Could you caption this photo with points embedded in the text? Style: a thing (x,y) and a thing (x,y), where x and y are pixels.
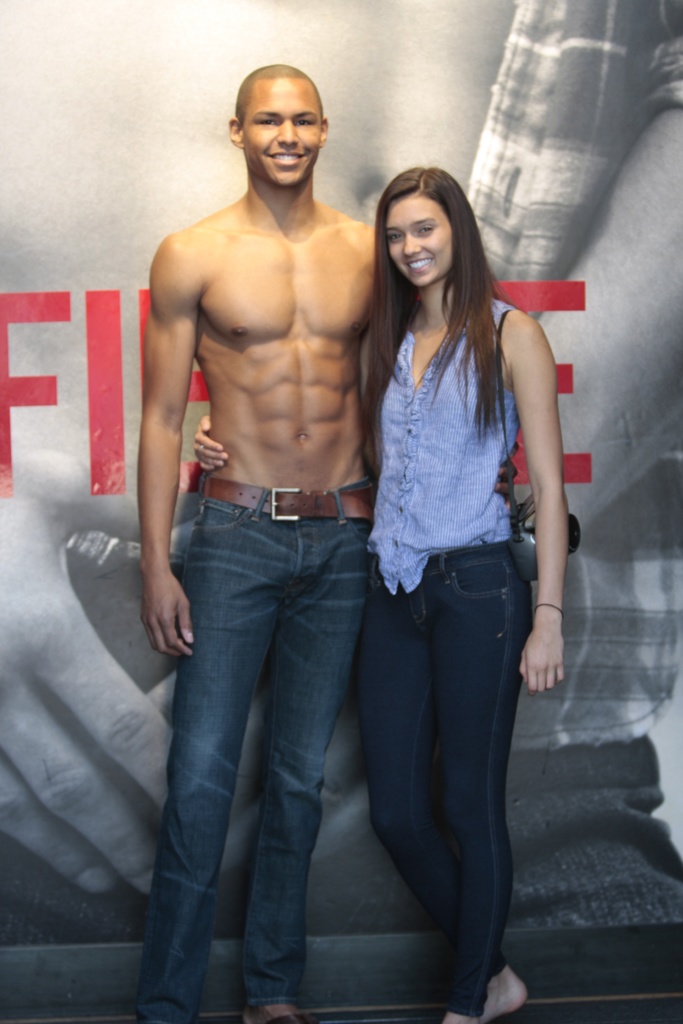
In this image there is one man (295,309) and one women (399,551) who are standing and smiling, in the background (607,561) there is a poster (65,563).
